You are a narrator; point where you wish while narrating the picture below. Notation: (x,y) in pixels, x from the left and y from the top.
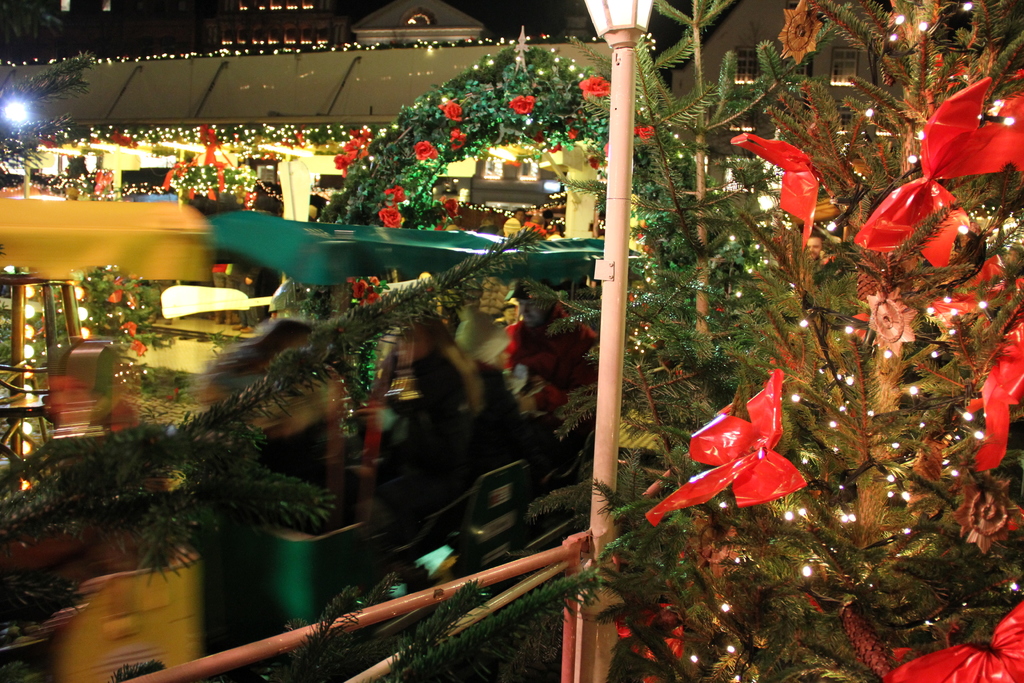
In this image I can see few trees (895,471). There are lights (201,165) on trees (867,454). At the top (179,48) I can see two buildings (258,38).
